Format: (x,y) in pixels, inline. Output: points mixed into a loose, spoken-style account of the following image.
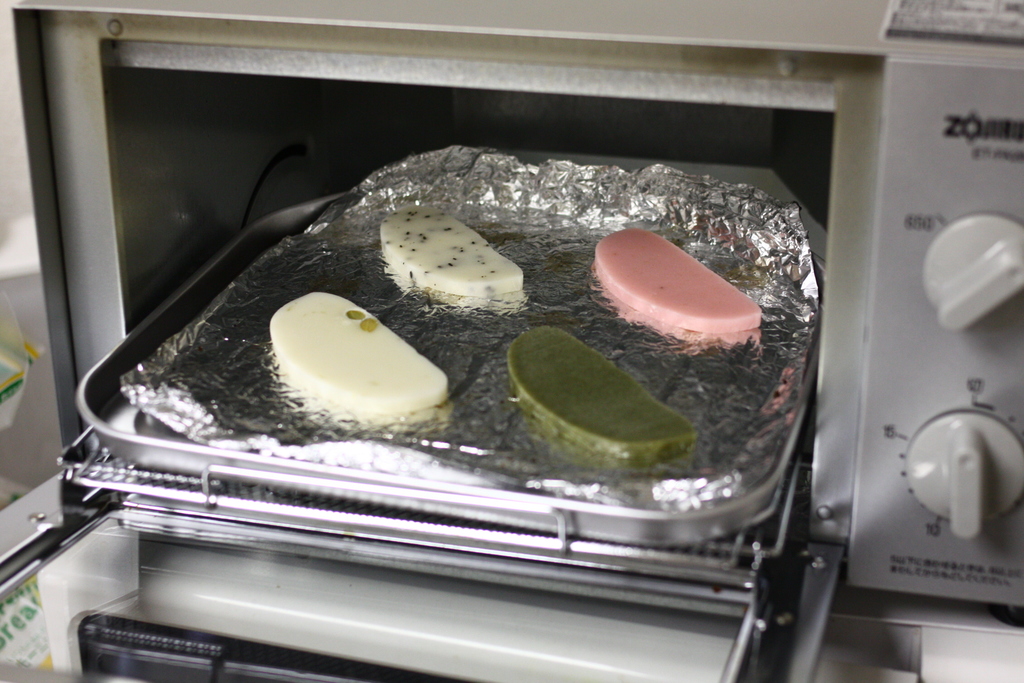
In this picture I see a white color thing (307,130) in front (115,305) and in it I see an aluminium foil (571,234), on which I see 4 things (492,282) which are of white, pink and green in color and on the right side of this image (1019,36) I see something is written and I see the knobs (961,433).
